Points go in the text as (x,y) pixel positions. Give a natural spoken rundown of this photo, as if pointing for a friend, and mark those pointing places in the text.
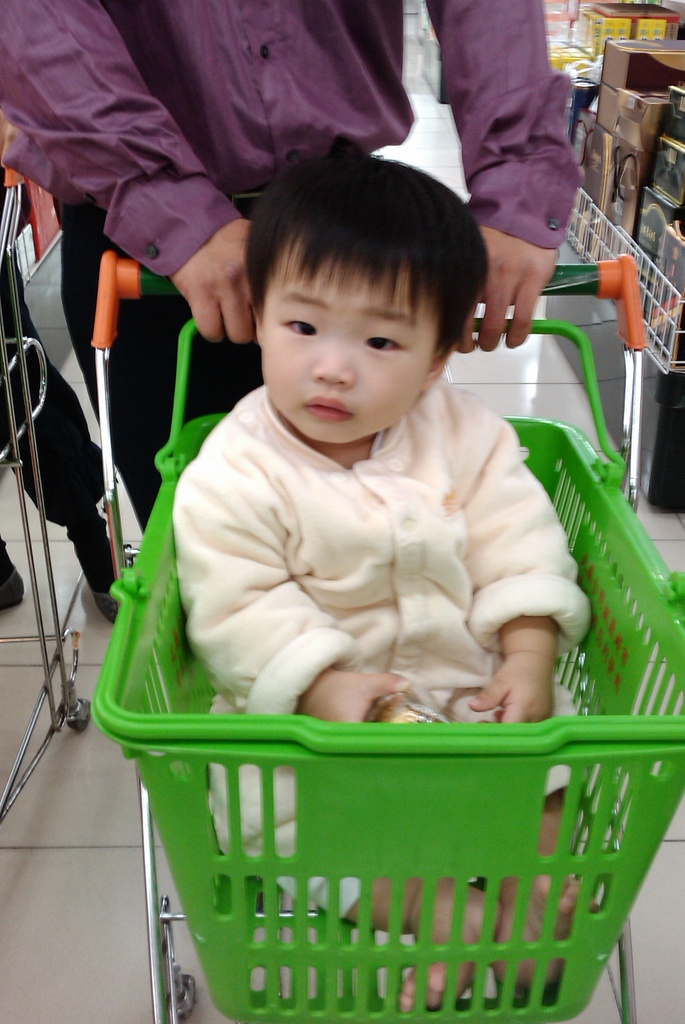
In this image I see a man (250,108) who is holding this trolley (160,279) and I see a baby (416,351) who is sitting and I see the floor (54,1020) and I see that this man (189,125) is wearing purple color shirt (200,108) and I see number of groceries (637,177) over here and I see a person's legs (66,417) over here.
